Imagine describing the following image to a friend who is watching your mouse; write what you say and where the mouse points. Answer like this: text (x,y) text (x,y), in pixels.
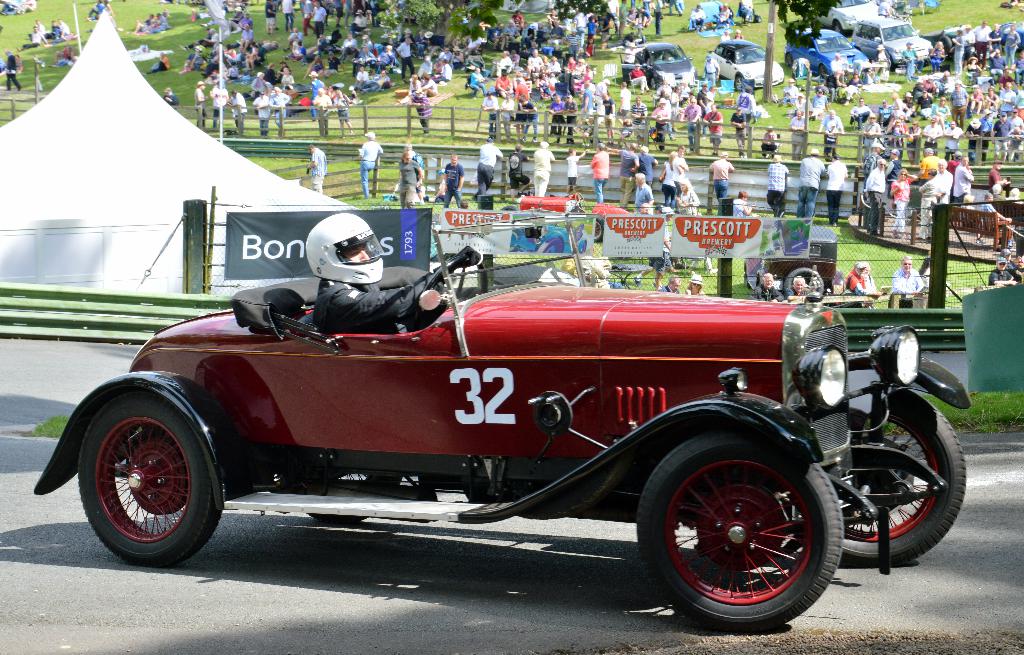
Here we can see a person (395,326) is riding vehicle (285,391) on the road (41,571). In the background (141,263) we can see a tent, fences (442,106), hoardings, few persons (645,190) are standing and few (377,80) are sitting on the grass (82,7) on the ground (359,111) and there are vehicles (761,63) on the ground (682,34) and we can see trees (596,4).
